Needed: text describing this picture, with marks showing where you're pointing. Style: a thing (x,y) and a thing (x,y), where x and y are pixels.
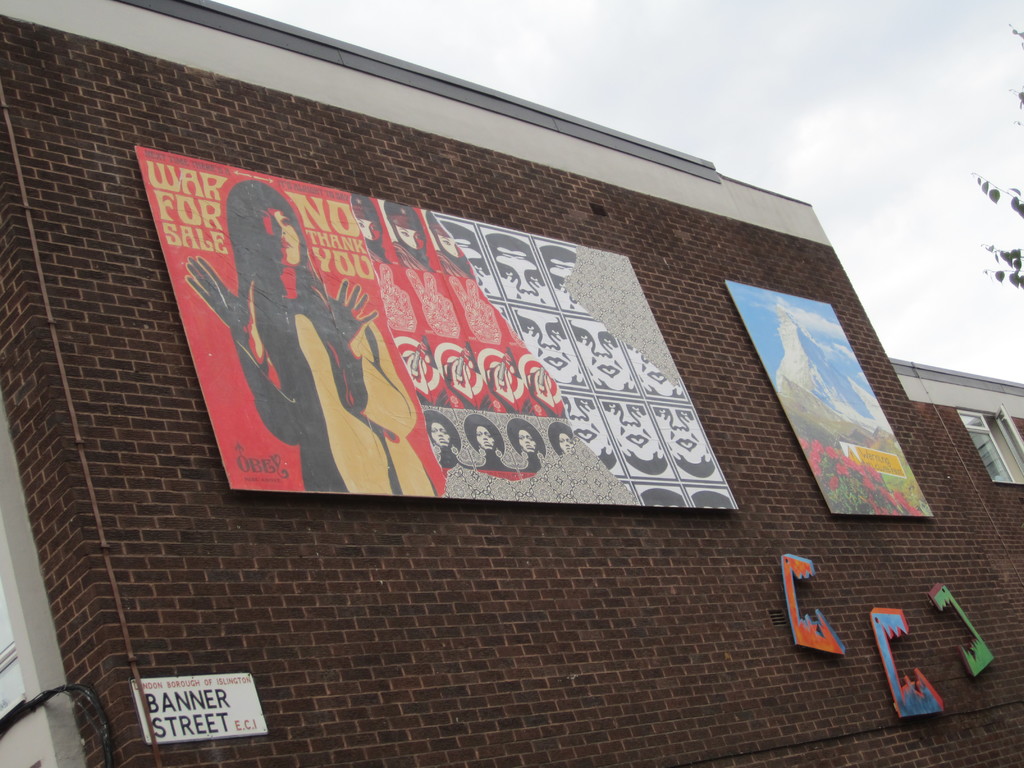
In this image there is a building (448,700). Few posters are attached to the wall (556,573) of building (559,603). Top of image (784,120) there is sky (818,109). Right side there are few stems (999,247) having leaves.
